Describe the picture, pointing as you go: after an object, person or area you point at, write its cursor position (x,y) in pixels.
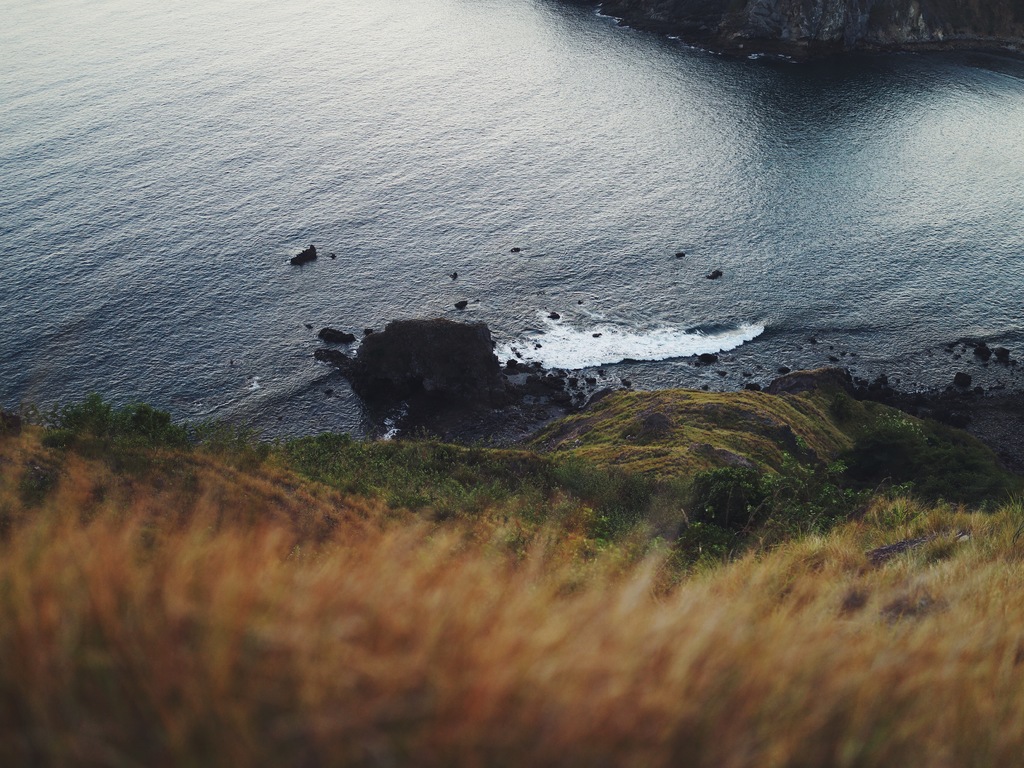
In the down side it is grass (550,641) and in the middle (479,293) it is water (536,192).
